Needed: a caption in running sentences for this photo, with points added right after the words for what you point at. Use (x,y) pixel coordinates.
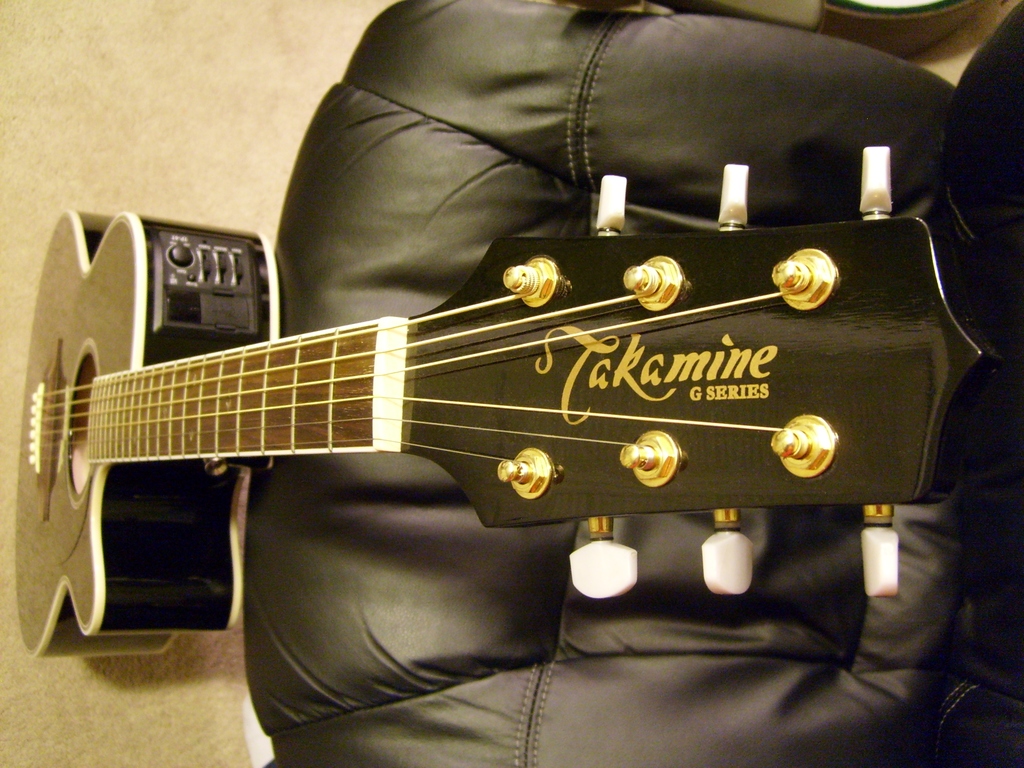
There is a guitar (151,305) in this image which is in black color and it is placed near the chair (956,635), that is also in black color.
